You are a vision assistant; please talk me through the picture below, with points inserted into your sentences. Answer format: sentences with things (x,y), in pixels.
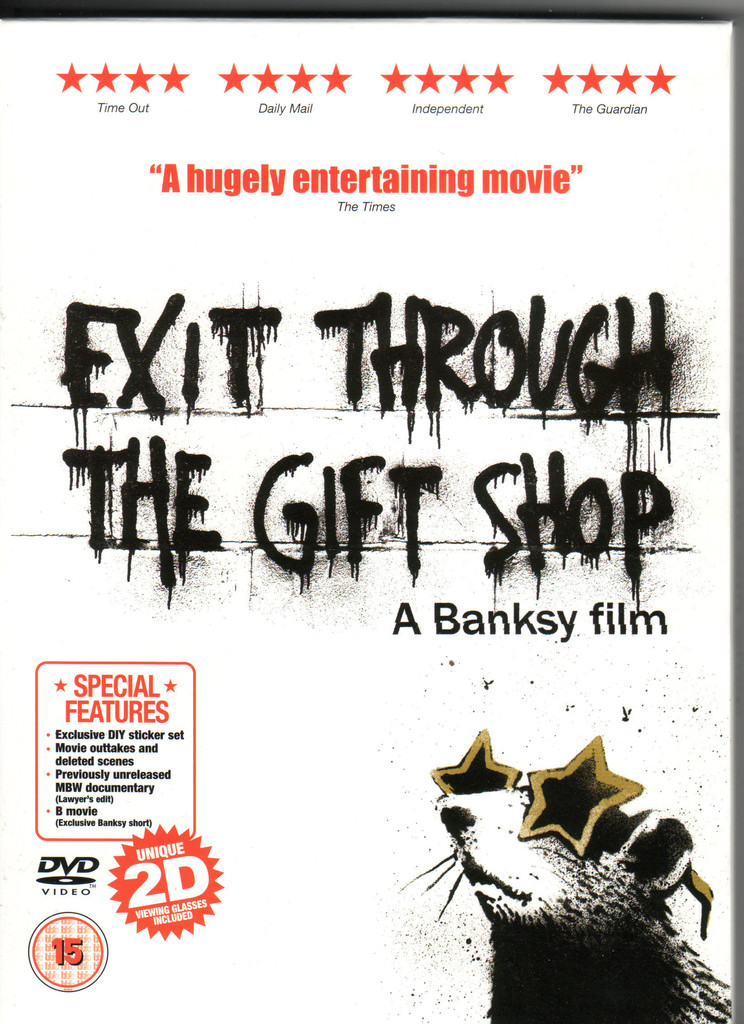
In the picture we can see a DVD cover (635,938) and a text (565,344) on it as "exit through the gift shop".
